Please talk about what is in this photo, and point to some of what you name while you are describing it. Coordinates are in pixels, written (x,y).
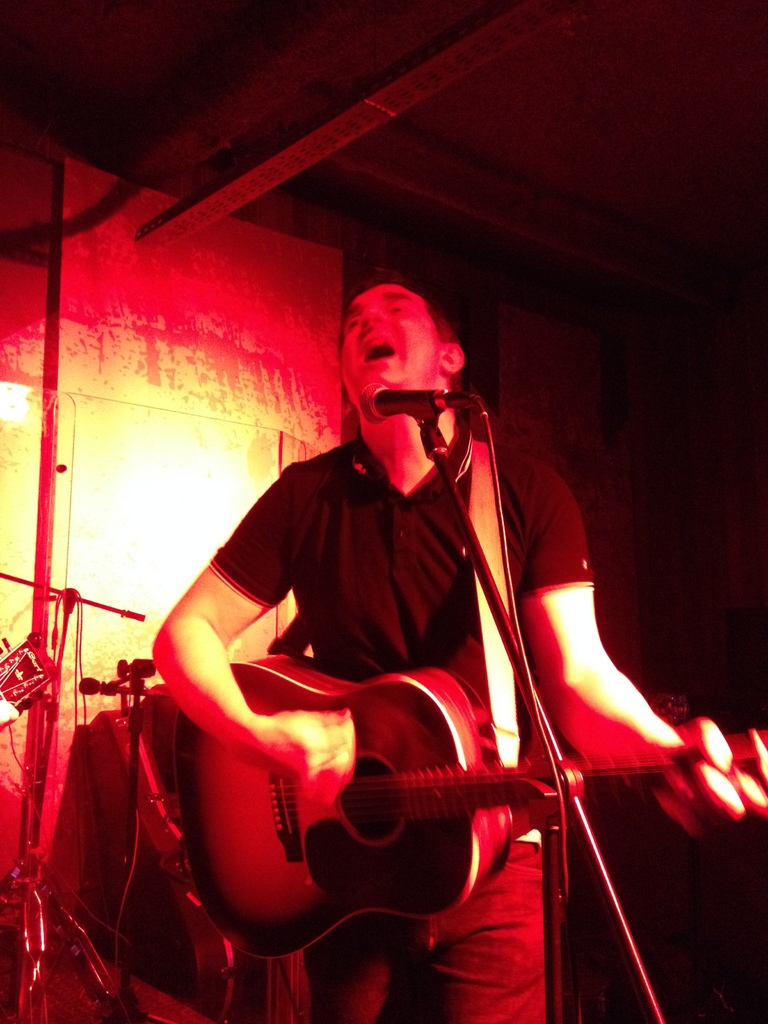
In the image we can see there is a man (430,572) who is holding guitar (421,811) in his hand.
